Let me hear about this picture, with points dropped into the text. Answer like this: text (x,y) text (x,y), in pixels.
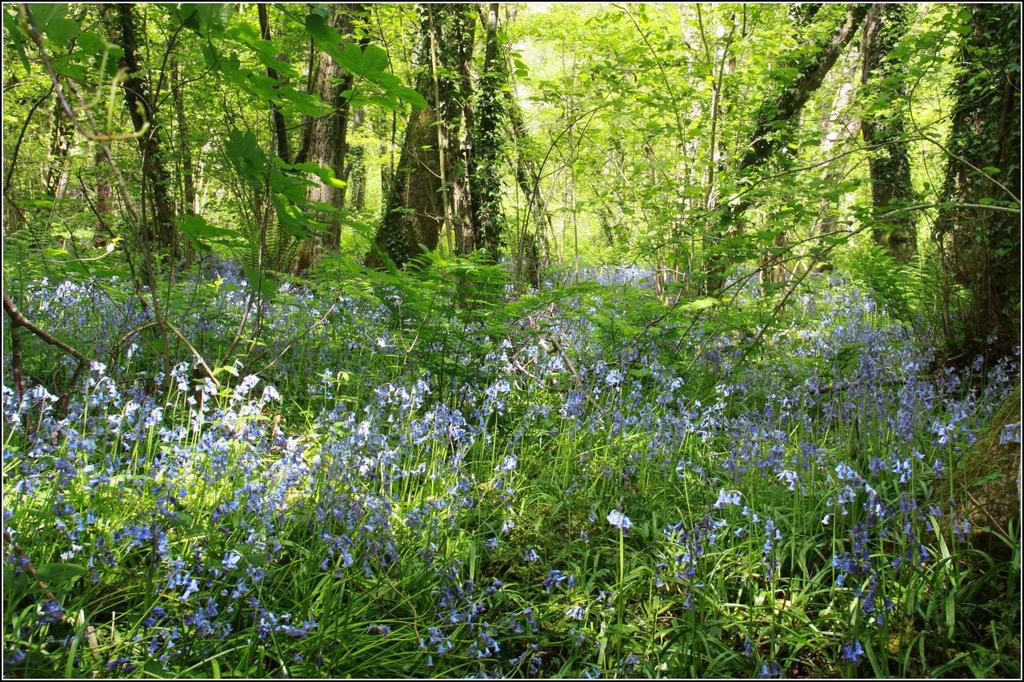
This image consists of trees (60,155) and plants (419,418). There are flowers (419,418) in the middle (377,390).
